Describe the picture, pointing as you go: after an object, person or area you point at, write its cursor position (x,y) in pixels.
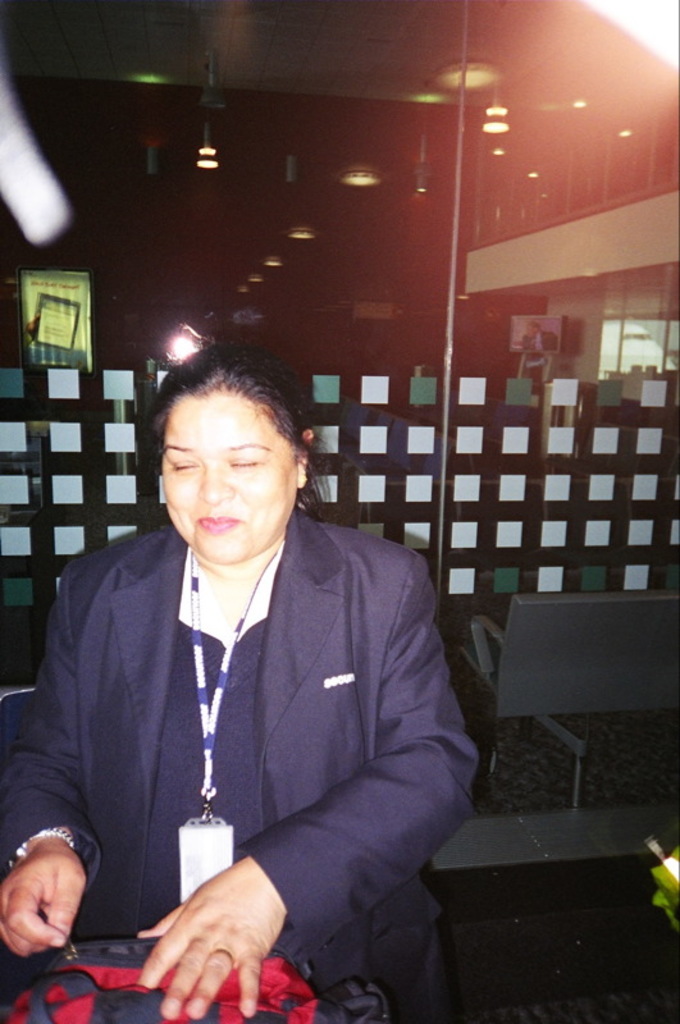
In this image in the foreground (230,749) there is one woman (196,865) who is smiling, and in front of her there is one bag (141,967). In the background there is a wallboard (356,307) and some lights (361,176). And at the top (330,41) there is ceiling (371,32) and on the right side (543,209) there is a fence (662,170) and glass doors (628,364) and bench (564,692), in the center (452,508) there is one glass door (494,497).
